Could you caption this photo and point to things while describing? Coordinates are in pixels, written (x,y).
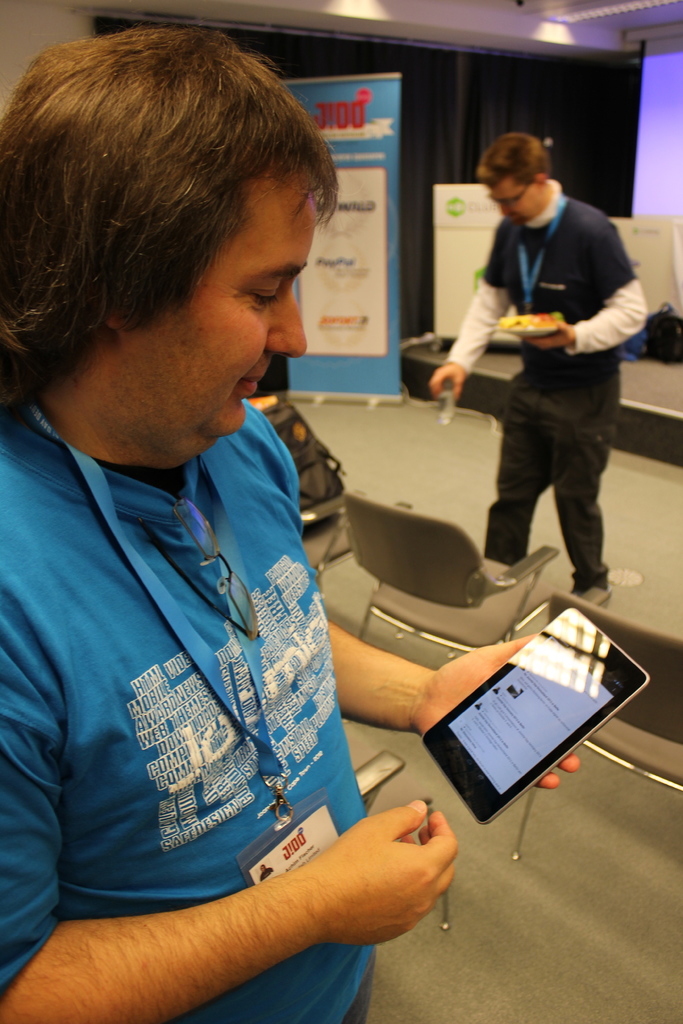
In this picture we can observe a person (275,713) standing, wearing a blue color T shirt (204,688) and a tag (302,849) in his neck (98,428). He is holding a tablet (494,682) in his hand (425,715). On the right side (559,480) there is another person (496,311) standing in front of the chair (452,563). In the background (340,250) there is a blue color poster (338,271) and a black color curtain (471,104).
